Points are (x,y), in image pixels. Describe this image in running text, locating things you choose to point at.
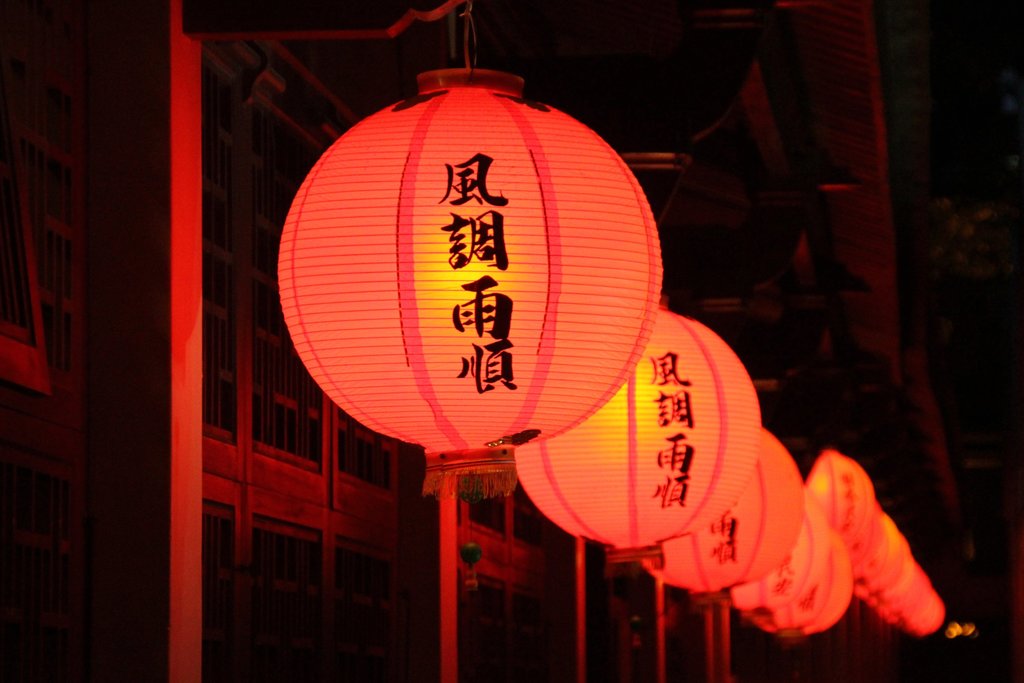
In this image, we can see paper lanterns (684,324). There are poles (173,545) at the bottom of the image (663,591).
